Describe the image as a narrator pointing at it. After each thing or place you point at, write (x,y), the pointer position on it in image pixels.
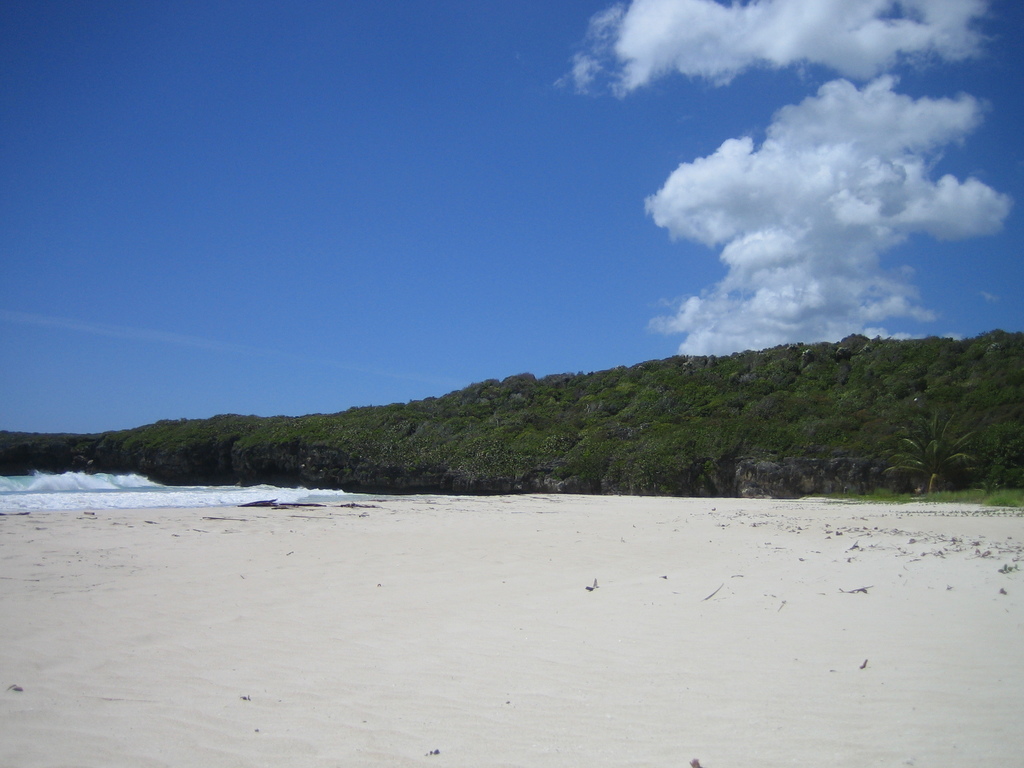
This image is taken in a beach (181,521). We can see many trees (764,425) in this image. At the top (366,166) there is sky (523,147) with some clouds (841,148) and at the bottom (712,667) there is sand (186,664).
